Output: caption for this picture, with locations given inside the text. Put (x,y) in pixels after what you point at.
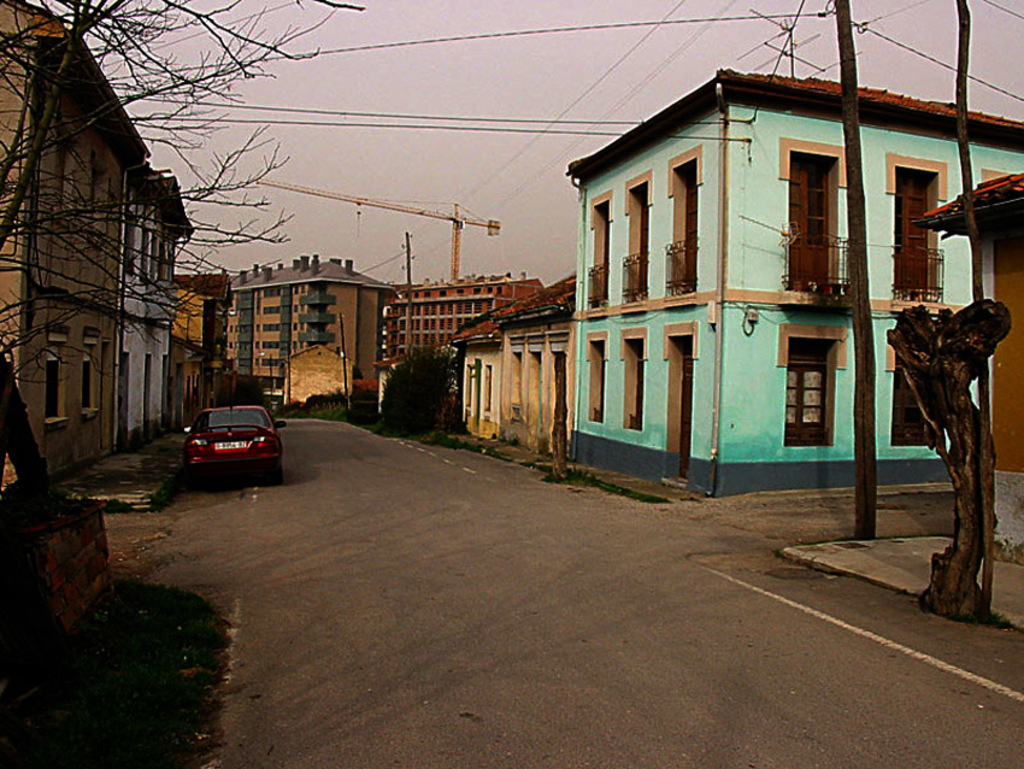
This image is clicked on the road (458,631). There is a car (245,449) parked on the road (520,651). Beside the road (535,664) there is a walk way (160,461). There are plants (413,380) and tree trunks (561,368) on the walkway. In the background (234,290) there are buildings (495,277). To the left (13,199) there is a tree (20,490). There is grass (97,670) around the tree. At the top (435,113) there is the sky (438,113).
